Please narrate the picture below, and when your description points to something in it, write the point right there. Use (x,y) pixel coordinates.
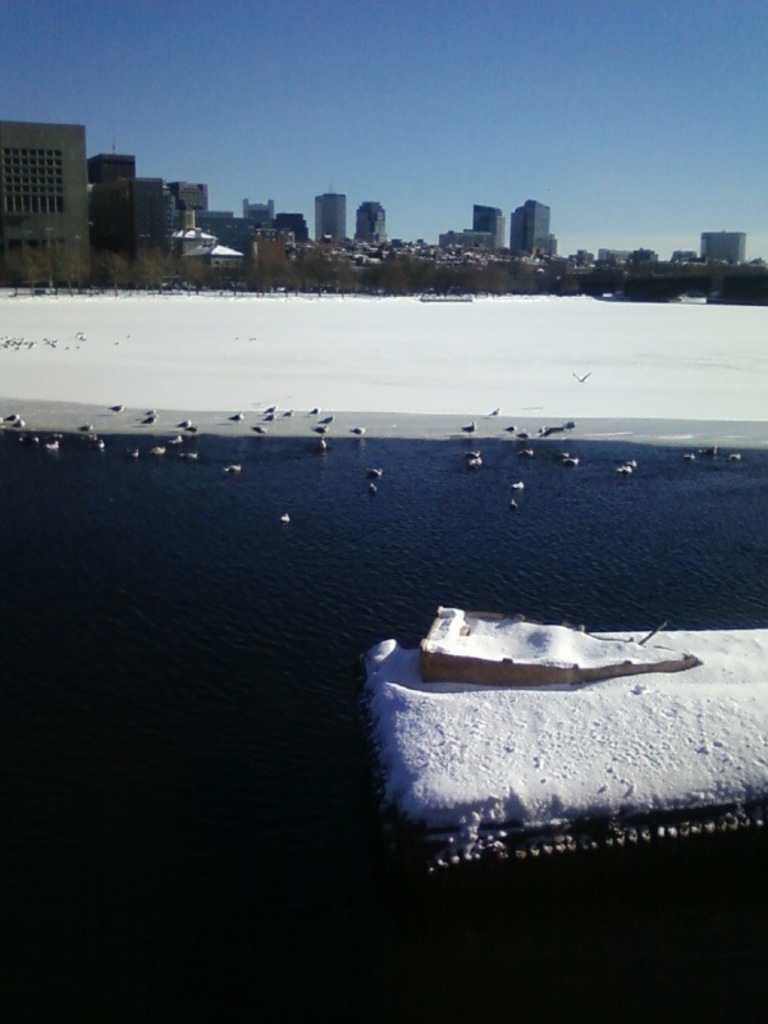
In this image I can see few buildings (413,250), trees (699,274), snow (741,312), few birds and the water (332,805). In front (615,781) I can see an object (653,821) and the snow (603,724) on it. The sky (356,153) is in blue and white color.
